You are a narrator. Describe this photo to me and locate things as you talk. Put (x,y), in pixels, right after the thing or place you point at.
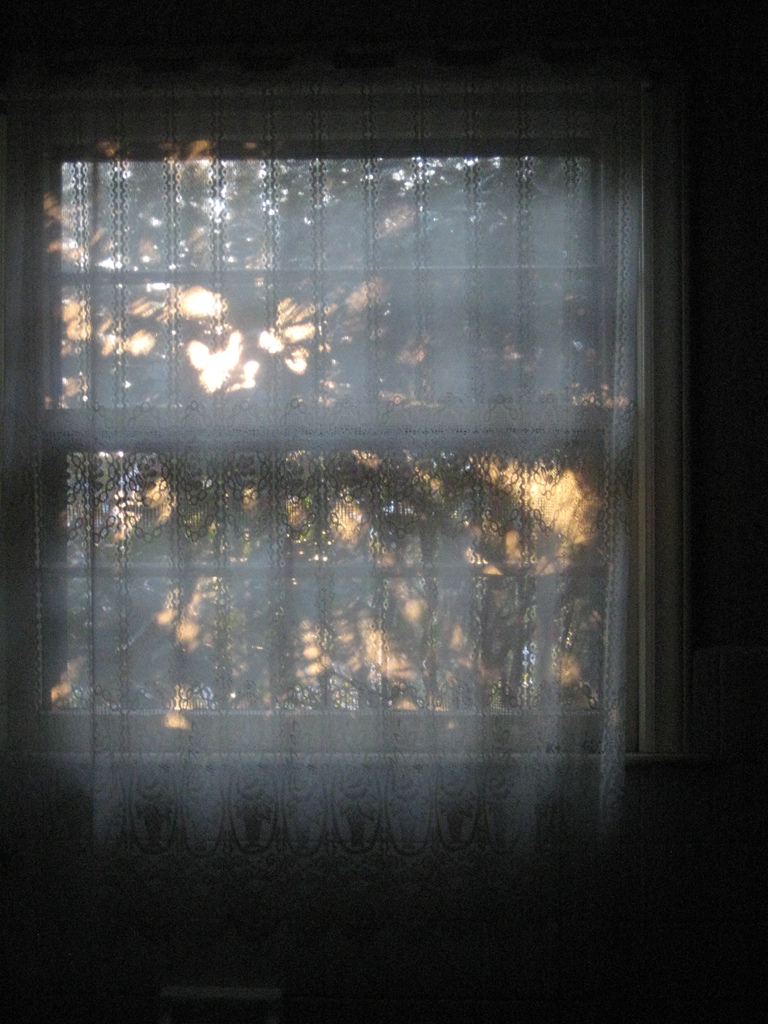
In this image I can see a window (656,333) and few curtains (498,379), and the curtains (574,348) are in white color. Background (186,226) I can see trees (484,371) and reflection (214,302) of the light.
